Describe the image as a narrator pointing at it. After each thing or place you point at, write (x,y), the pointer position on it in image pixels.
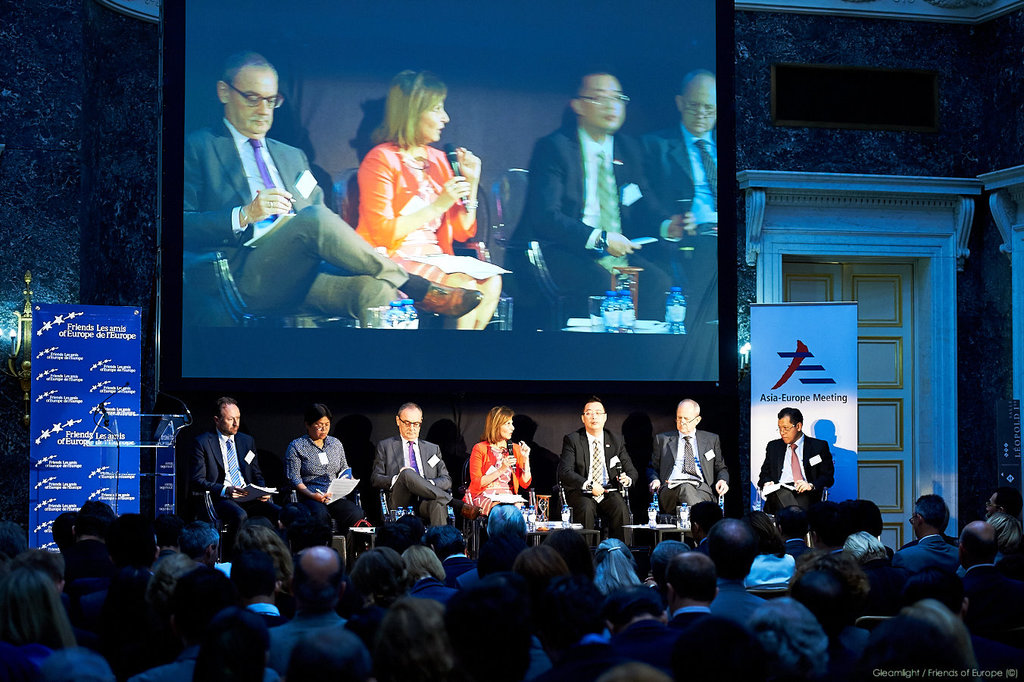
In this image, we can see a group of people (777,610) sitting. We can also see some banners (783,405) and a projector screen (390,15). There is a wall (86,101) with a door (906,524) which is white in color.
